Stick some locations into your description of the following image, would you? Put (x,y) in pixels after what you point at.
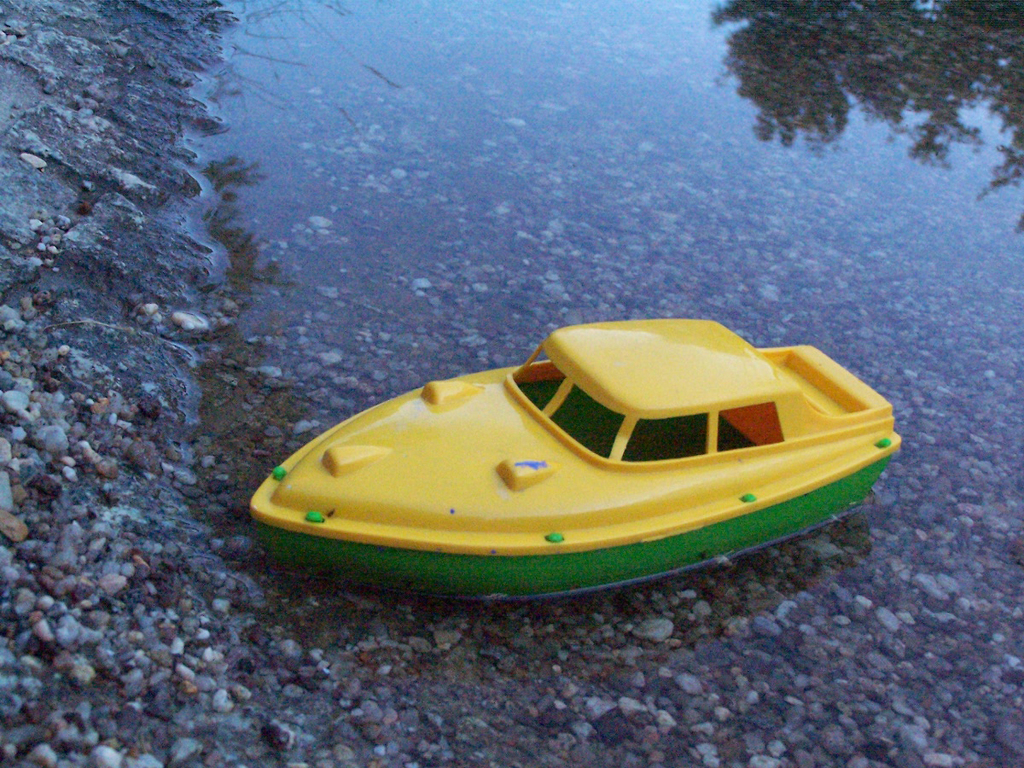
In the center of the image (659,328) there is a boat (550,483) in the water (719,707). On the left side of the image (78,598) we can see stones (112,597).
